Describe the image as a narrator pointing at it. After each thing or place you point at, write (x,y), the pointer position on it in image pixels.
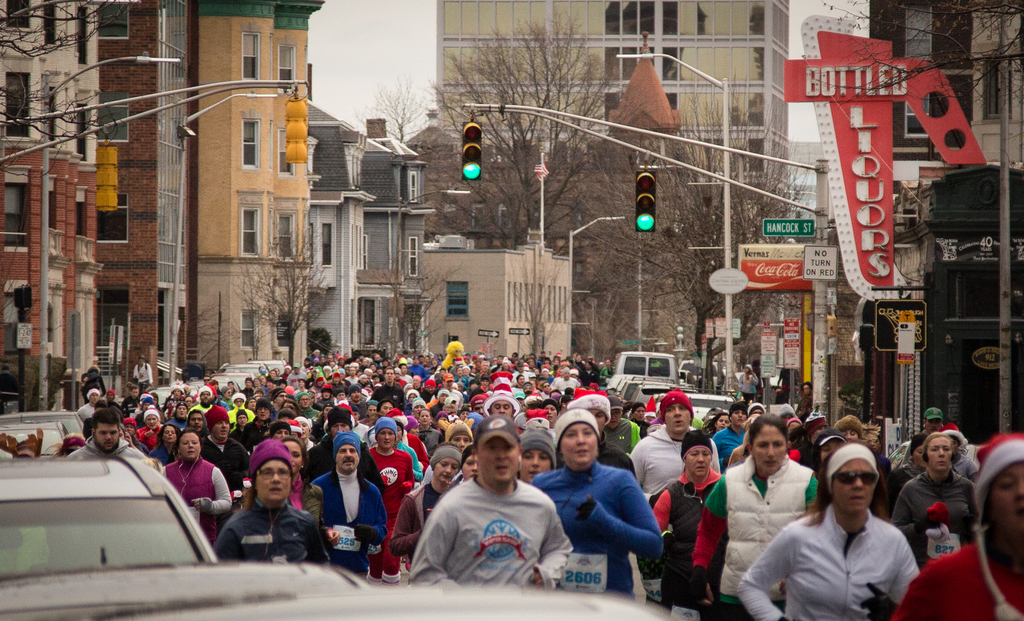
This picture is clicked in the city (440,260). Here, we see people (422,448) running on the road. Beside them, we see vehicles (92,481) on the road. On either side of the picture, there are buildings (218,170), trees (272,292) and street lights (169,326). On the right side (872,131), we see hoarding boards (872,130) with some text (876,260) written. In the background (586,112), there are traffic signals (647,226), trees (675,261) and buildings (467,11).
